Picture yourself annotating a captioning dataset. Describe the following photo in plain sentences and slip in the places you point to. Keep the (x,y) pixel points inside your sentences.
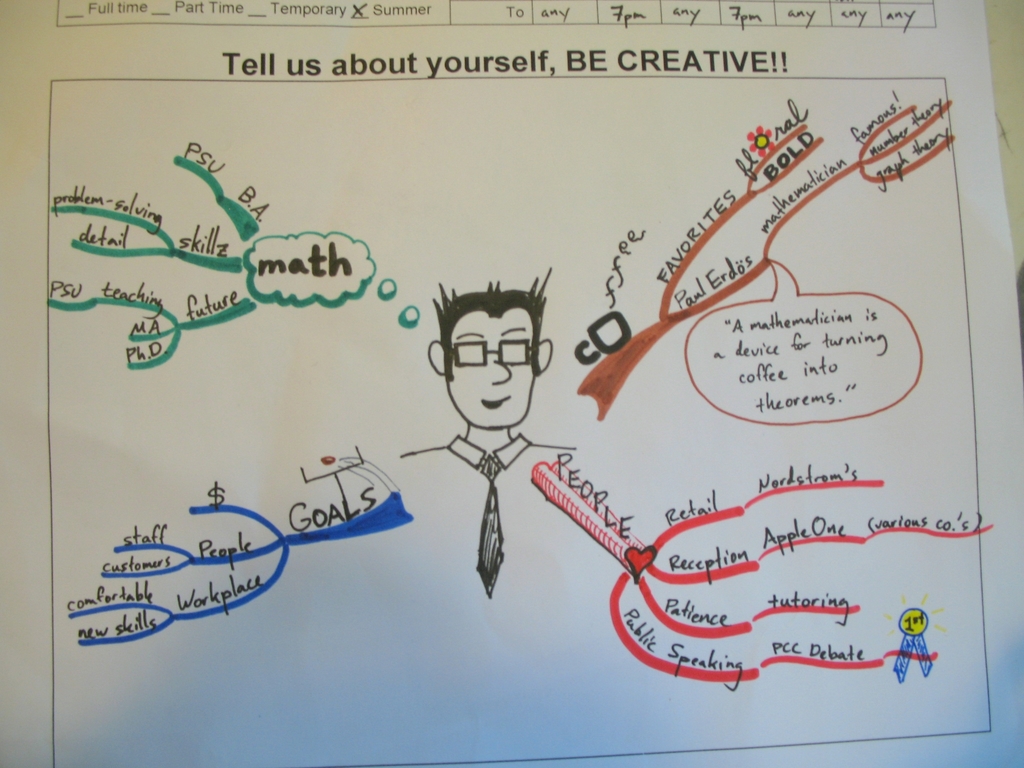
In this image there is a paper (566,66). We can see a diagram (516,313) of a person (520,468) and text (148,543).
